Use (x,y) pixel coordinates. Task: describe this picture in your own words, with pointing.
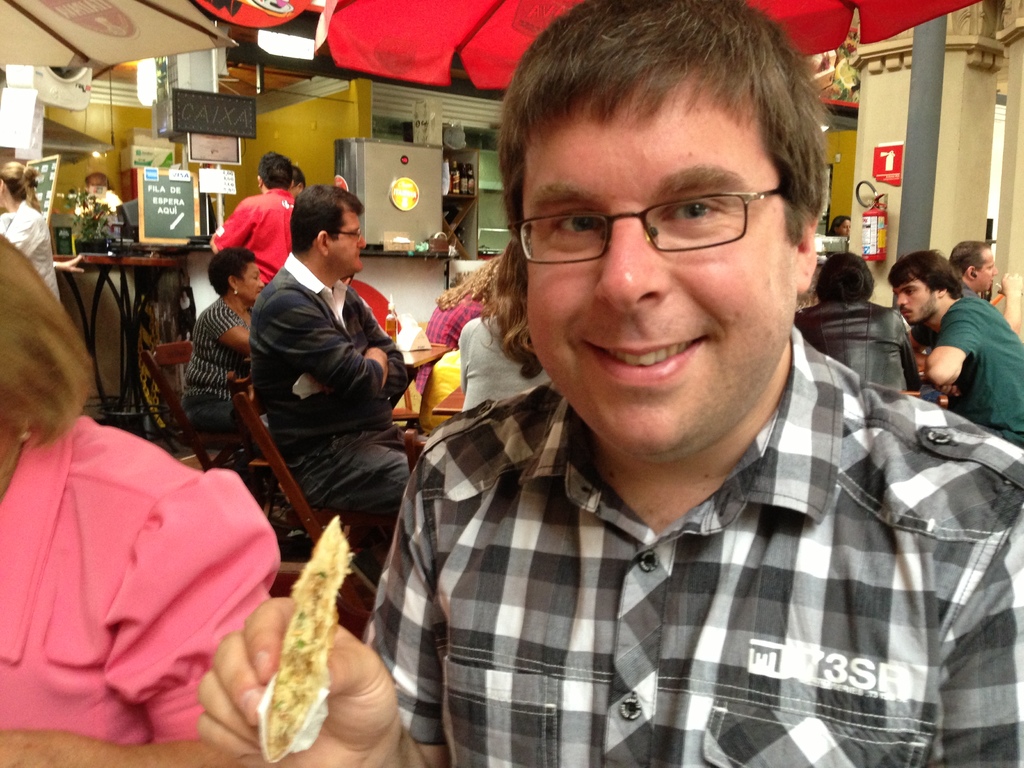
In this image I can see group of people (38,490) sitting. The person (271,623) in front (520,688) wearing black and white shirt (529,652) and holding food (335,524) which is in cream color. Background (239,169) I can see a board (198,114) in black color attached to the pillar (187,166) and the pillar (193,79) is in gray color and I can see wall (318,126) in yellow color.
